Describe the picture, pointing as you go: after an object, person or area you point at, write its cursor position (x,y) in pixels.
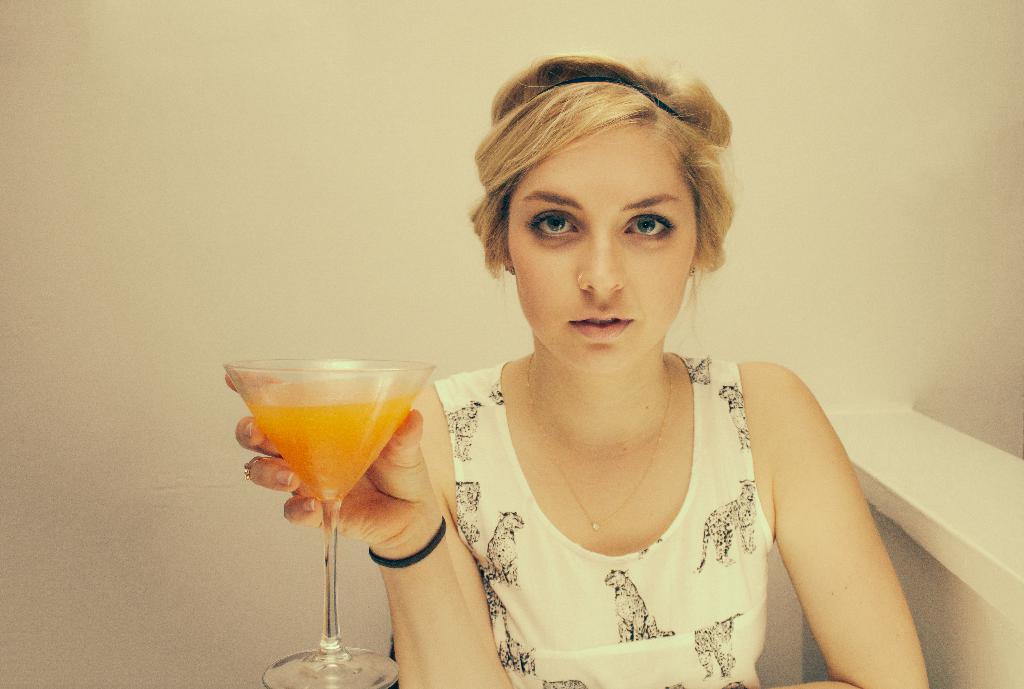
In this image there is a woman (520,445) sitting and holding a glass (316,662) of juice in her hand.
